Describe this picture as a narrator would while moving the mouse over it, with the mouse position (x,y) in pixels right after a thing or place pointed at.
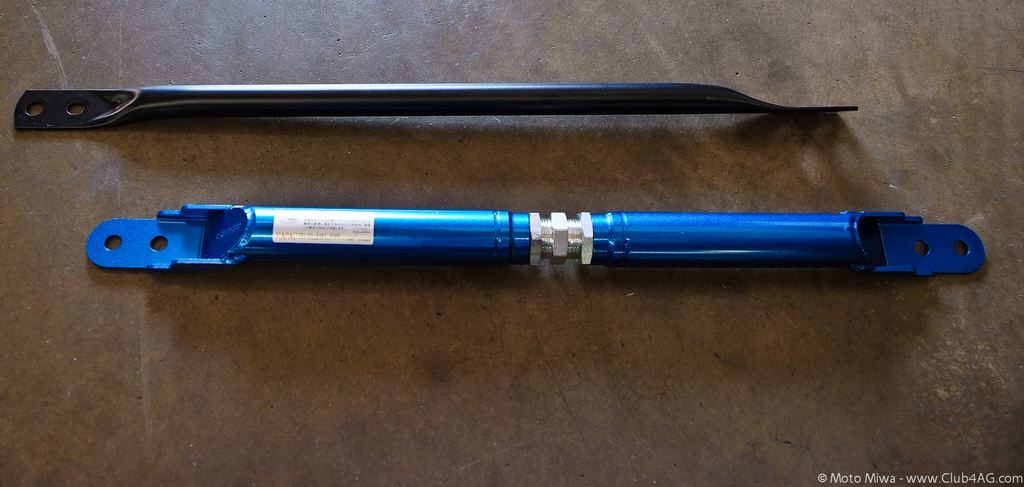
In this picture we can see a sticker (343,220), two metal objects (377,228) on a surface (454,174).
